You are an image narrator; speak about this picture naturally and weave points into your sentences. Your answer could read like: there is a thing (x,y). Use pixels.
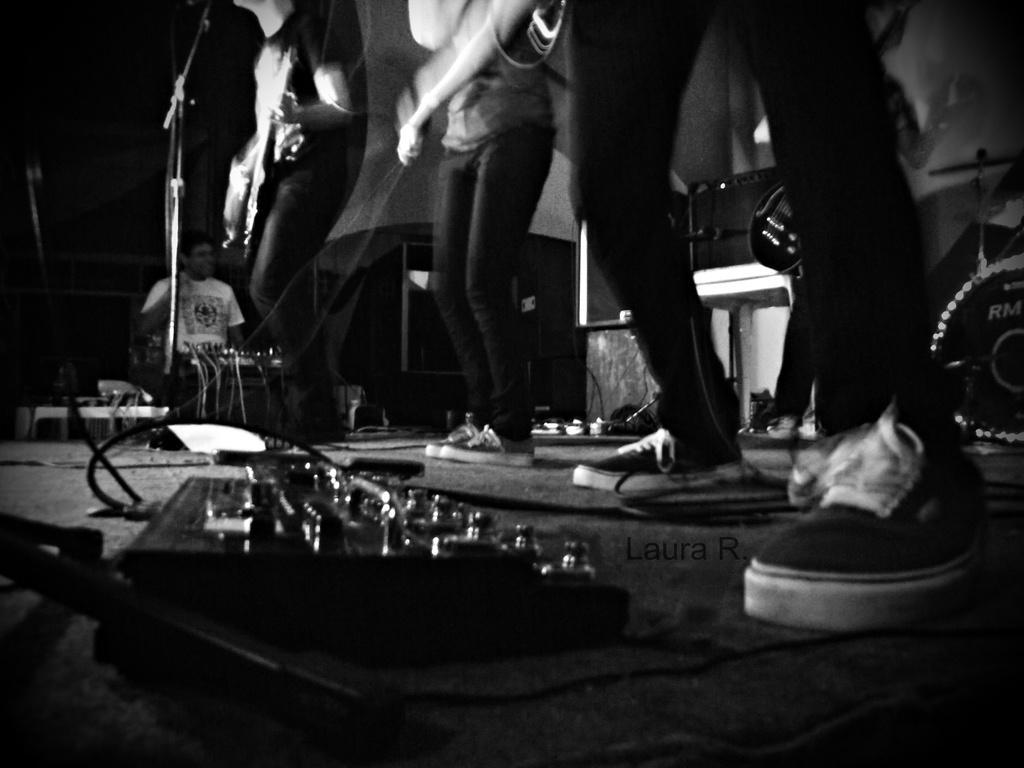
This picture shows three members (505,236) were standing on the floor (649,584). There is a musical instrument (280,571) placed on the floor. Here is a microphone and a stand (168,353) here. One guy (272,36) is playing the guitar (233,197) in the background (236,184).
